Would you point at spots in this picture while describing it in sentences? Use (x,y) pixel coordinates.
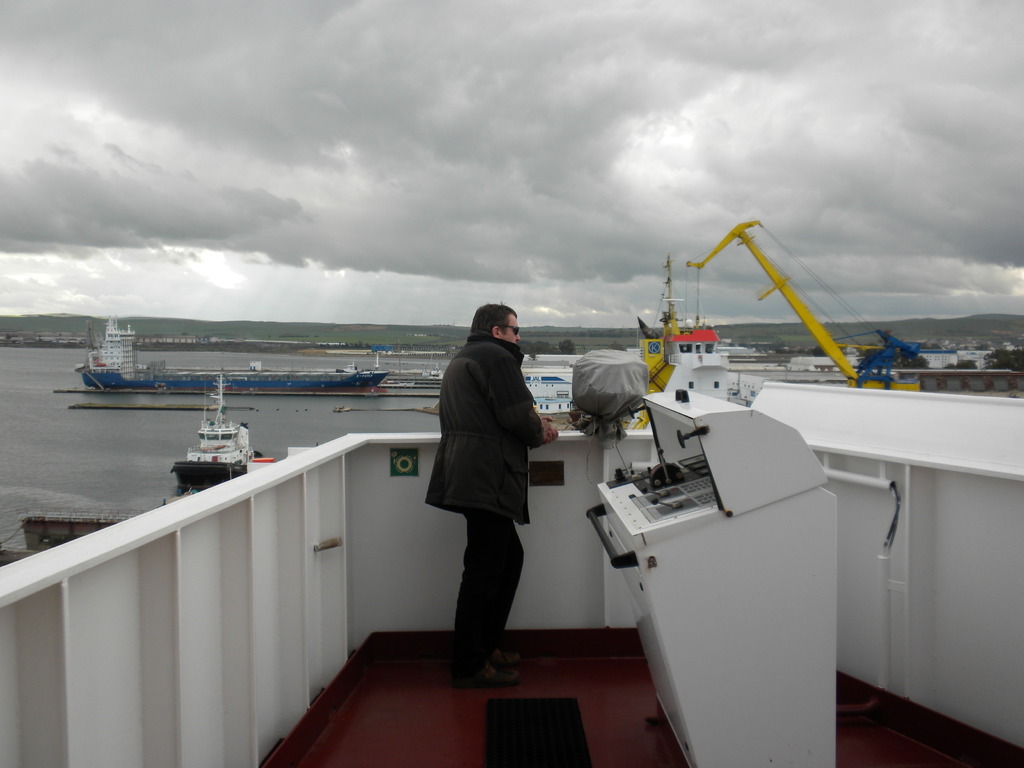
In this image in the center (525,464) there is a man (522,477) standing. On the right side (718,520) there is an object (699,551) which is white in colour. In the background (268,365) there are ships (213,377) on water (269,408), there are mountains (377,329) and the sky (659,151) is cloudy.
